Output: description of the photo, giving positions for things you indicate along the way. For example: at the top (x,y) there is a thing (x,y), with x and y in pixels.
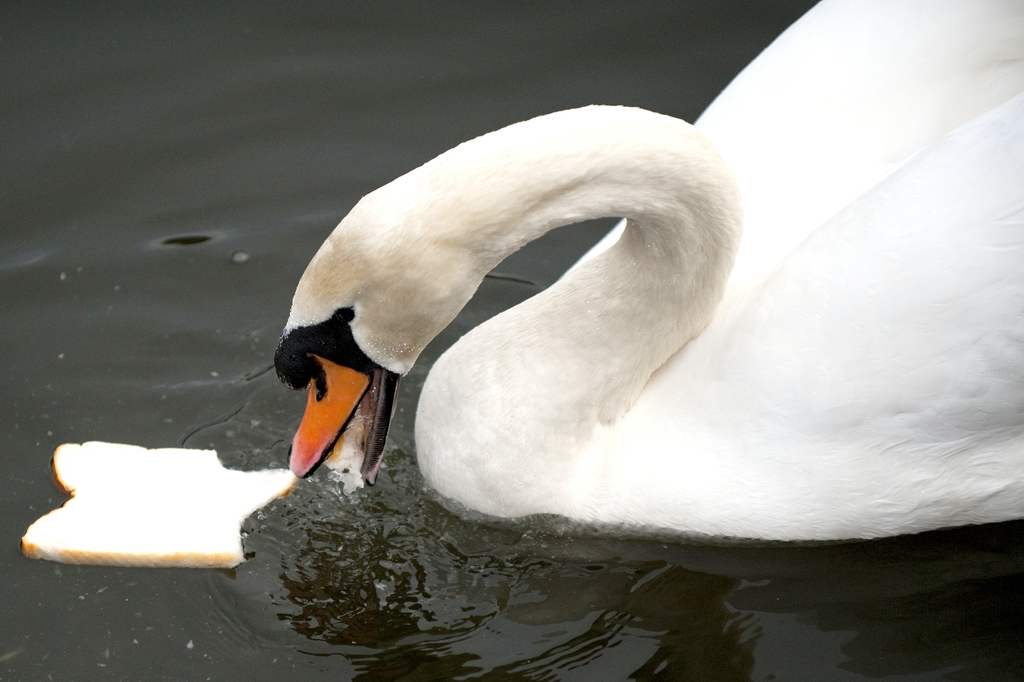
In the image I can see a swan (330,376) in the water (150,651) and also I can see a piece of bread (146,518) which is in front of it.
